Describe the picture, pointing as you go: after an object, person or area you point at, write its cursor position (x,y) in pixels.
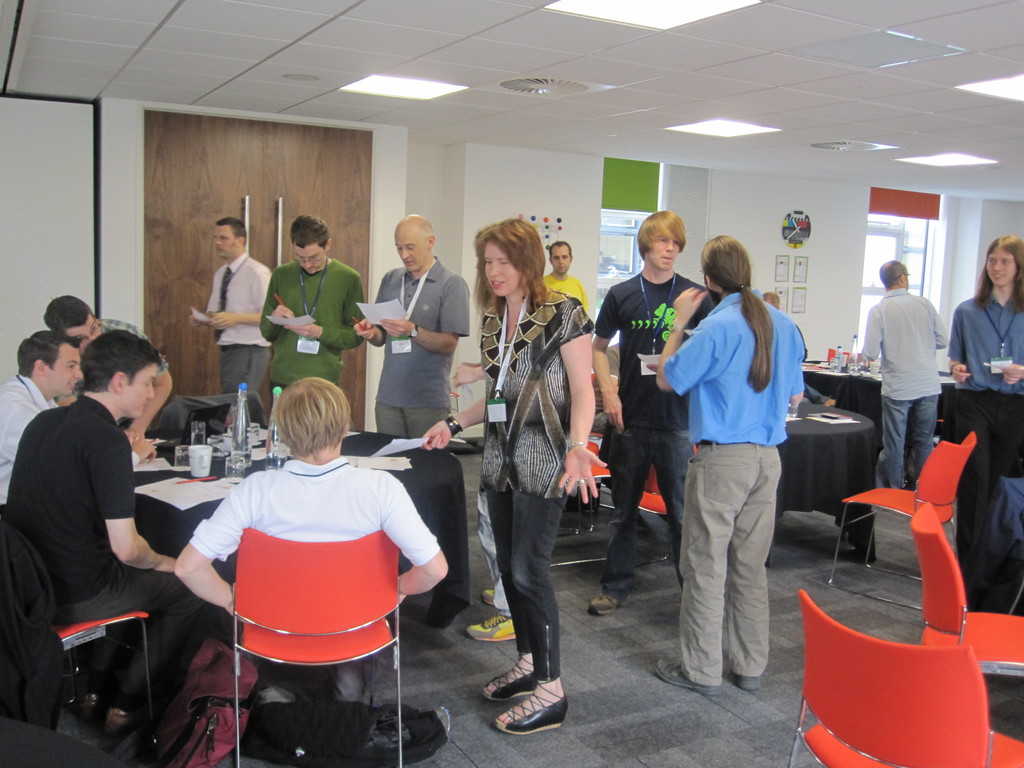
In this picture I can see four persons (318,456) sitting on the chairs (73,644), there are group of people (500,332) standing and holding papers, there are bottles (278,426), glasses (230,455), papers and some other objects (216,433) on the tables (869,388), there are papers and a clock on the wall (985,210), there are doors (215,265), lights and windows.
